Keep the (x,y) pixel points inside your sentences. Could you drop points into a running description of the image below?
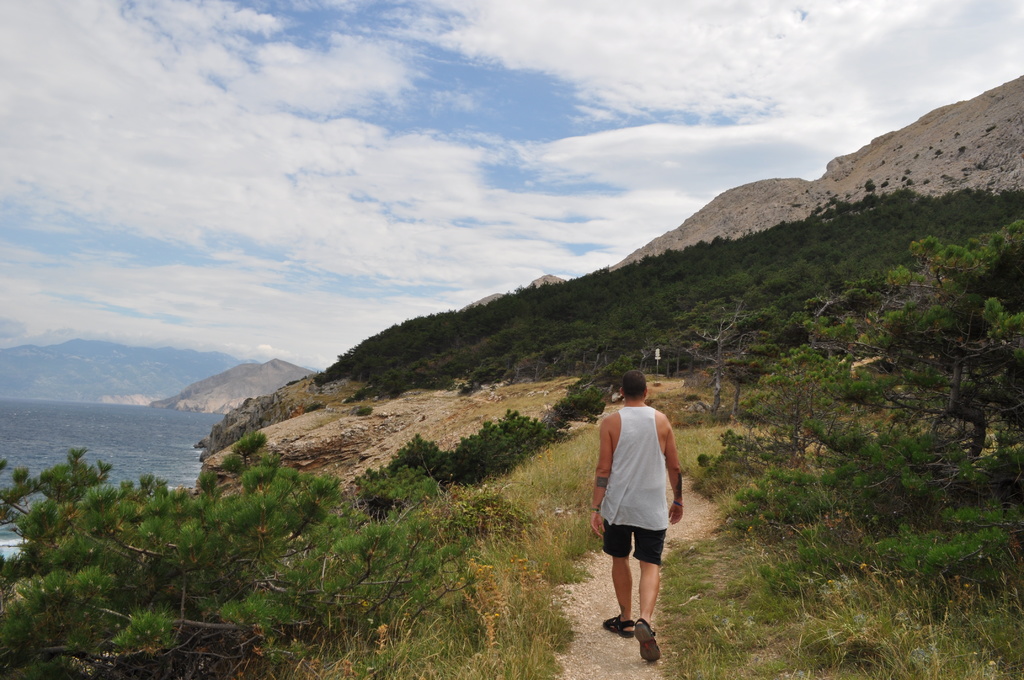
In the center of the image (633,446) we can see a man (633,519) walking and there are trees (195,521). On the left (132,442) there is water (147,445). In the background (224,367) there are hills (772,190) and sky (554,204). At the bottom (698,620) there is grass (708,636).
